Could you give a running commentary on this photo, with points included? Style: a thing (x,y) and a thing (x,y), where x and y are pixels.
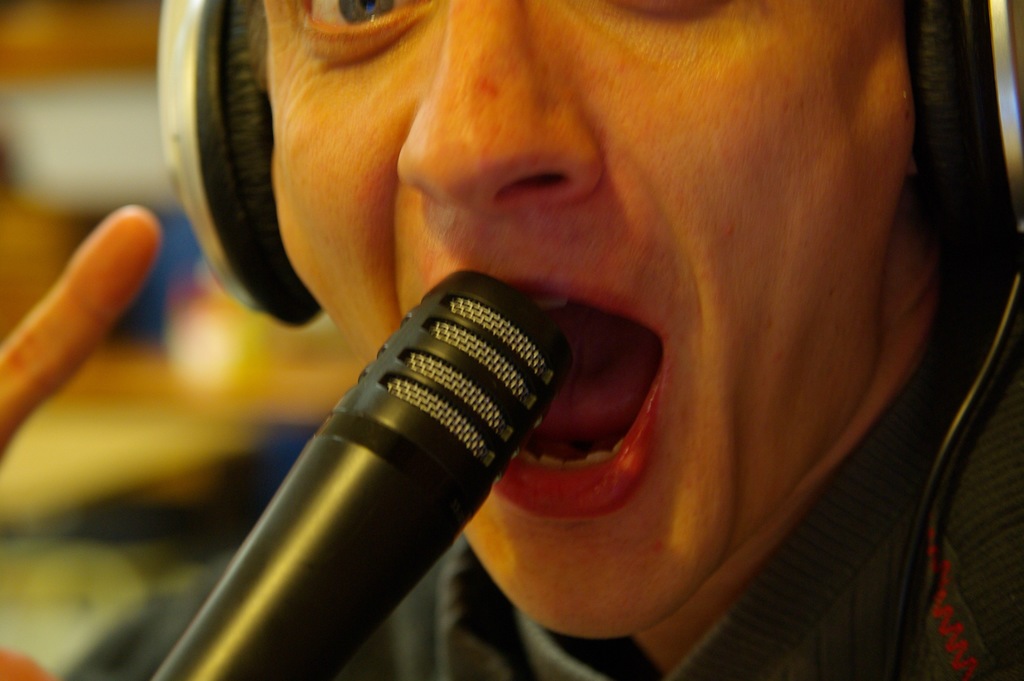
There is a person (718,99) wore headset (195,40), in front of this person (605,179) we can see microphone (378,497). On the background (207,343) it is blur.
